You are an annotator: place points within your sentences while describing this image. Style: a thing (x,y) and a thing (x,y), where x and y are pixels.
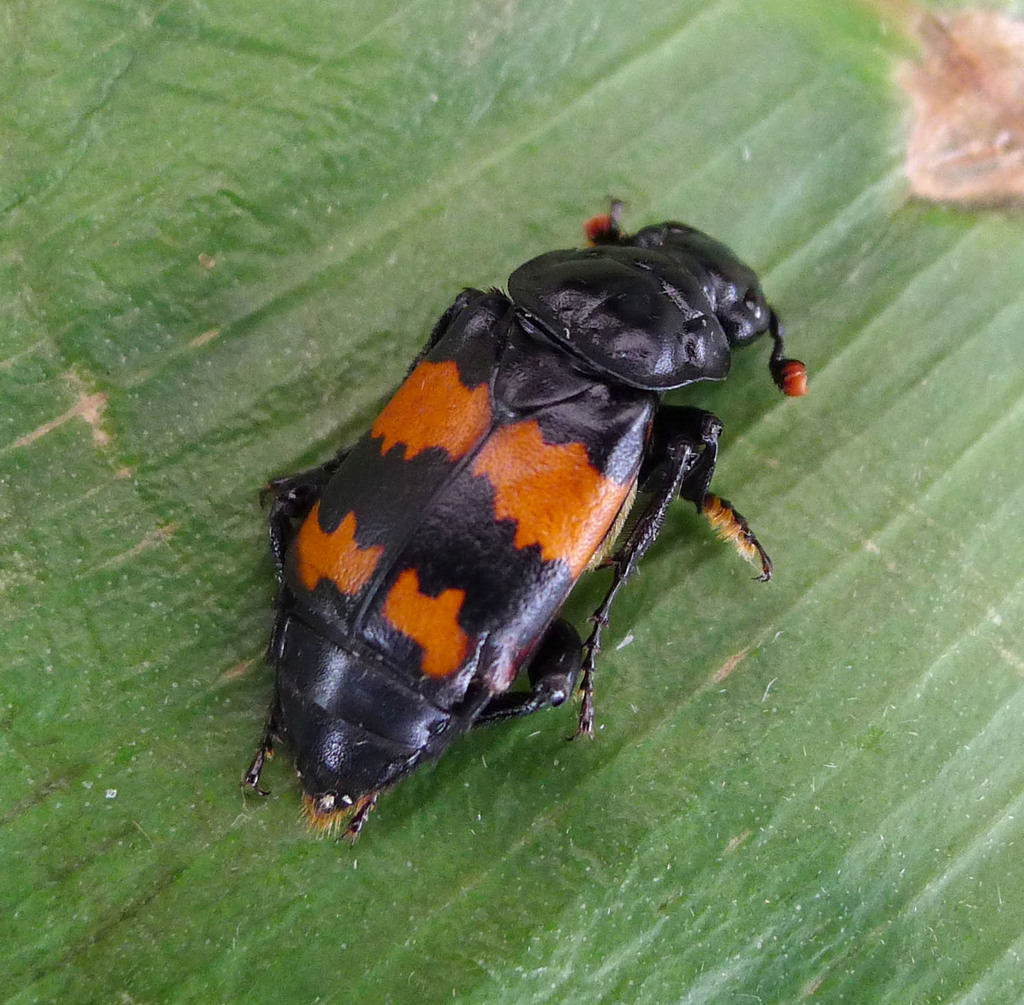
In this picture we can see an insect (625,552) in the middle (582,522), at the bottom (744,772) there is a leaf (789,747).
